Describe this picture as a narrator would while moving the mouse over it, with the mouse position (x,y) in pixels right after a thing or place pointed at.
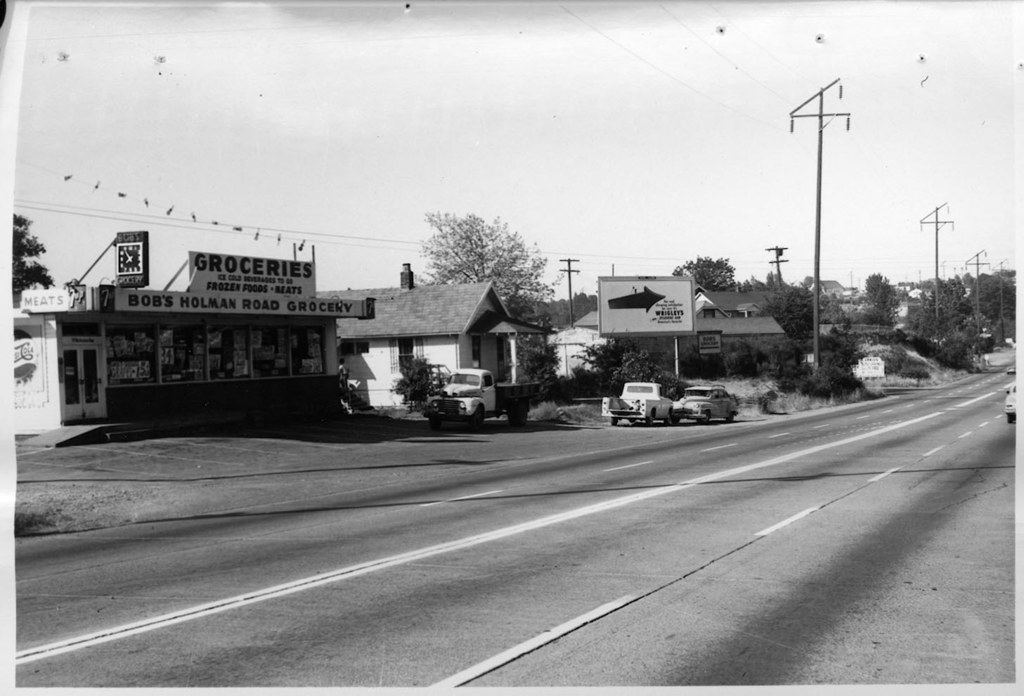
This is a black and white image. I can see the vehicles (633,385) on the road (673,551). On the left side of the image (185,391), there is a shop (105,380) with a name board (180,309), windows (182,347) and a door (82,364). In front of the houses (490,321) there are trees (696,359), plants (771,354) and current poles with the wires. Behind the houses (424,292), there is the sky (501,114).
